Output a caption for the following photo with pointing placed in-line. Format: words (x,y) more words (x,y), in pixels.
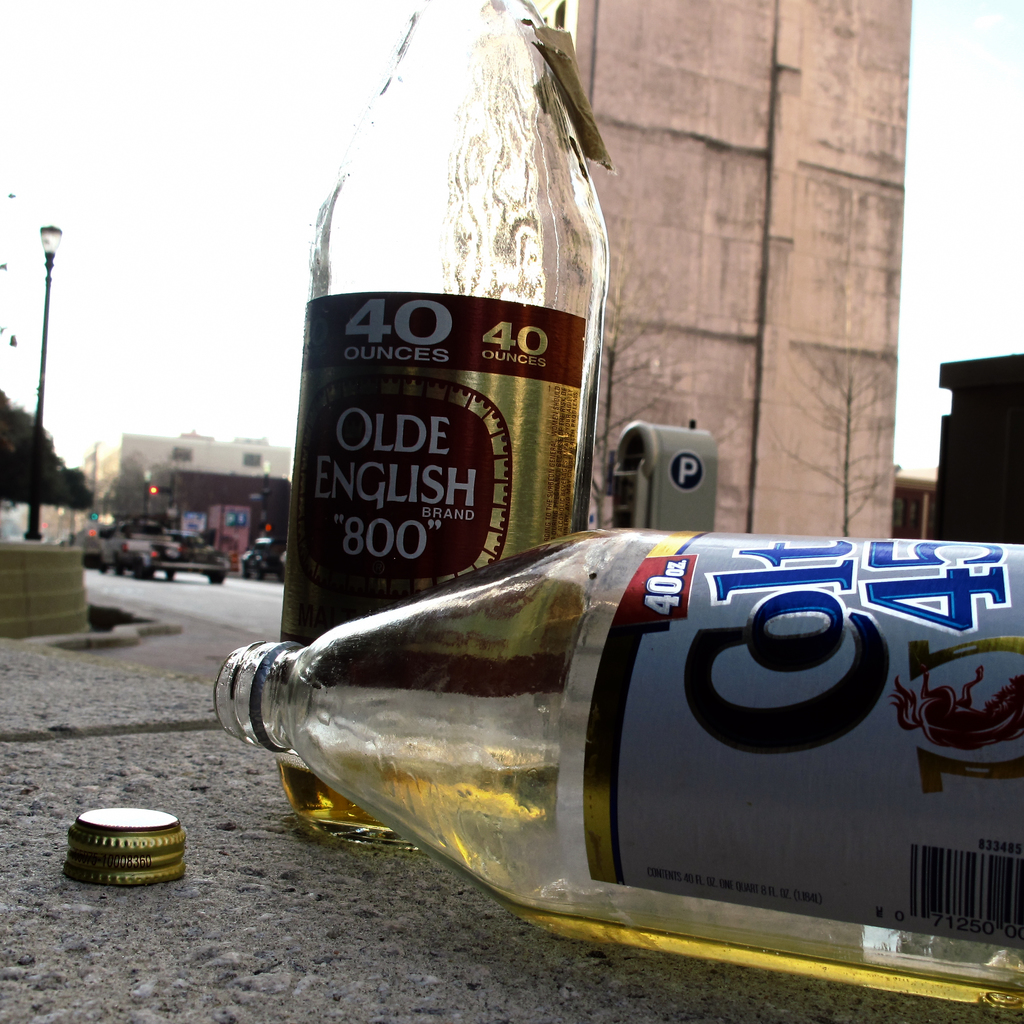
In this picture there are two bottles (551,482) with the cap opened which are kept on the floor (350,961). There is a building (789,298) in the background (786,402), cars (279,548) moving on the road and the sky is clear without clouds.
